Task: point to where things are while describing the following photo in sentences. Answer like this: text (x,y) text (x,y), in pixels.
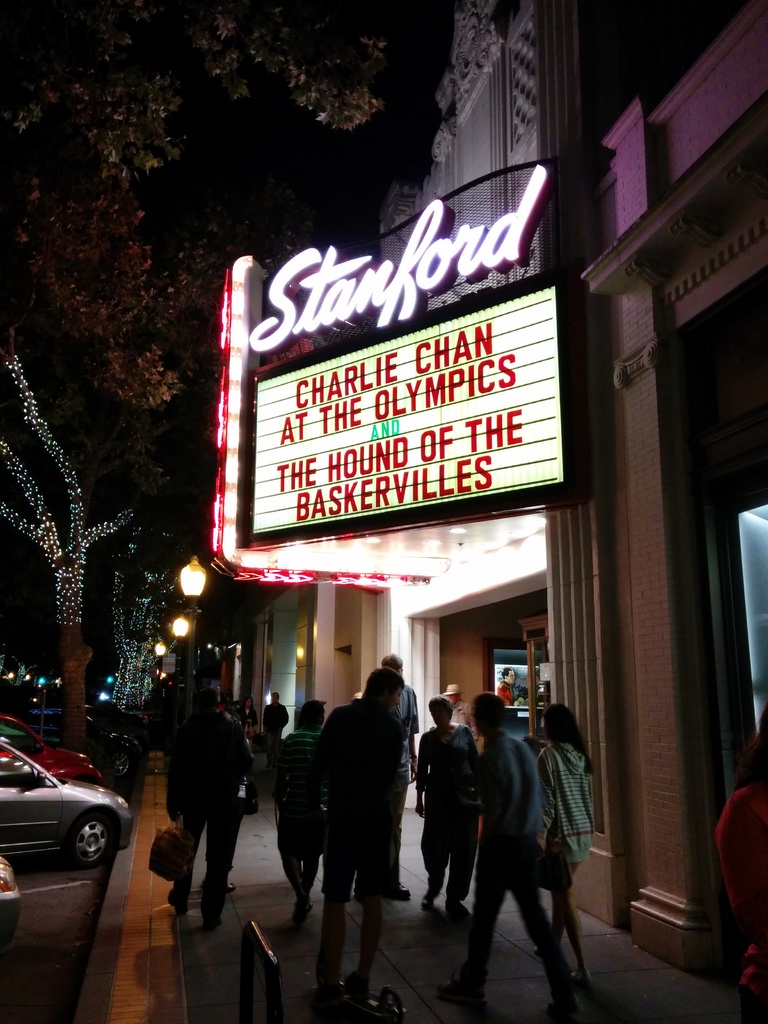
In this picture I can see people (447,800) standing on the walkway (390,911). I can see vehicles (99,838) in the parking space (70,859). I can see trees (132,693). I can see decorative lights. I can see hoarding (376,442).
